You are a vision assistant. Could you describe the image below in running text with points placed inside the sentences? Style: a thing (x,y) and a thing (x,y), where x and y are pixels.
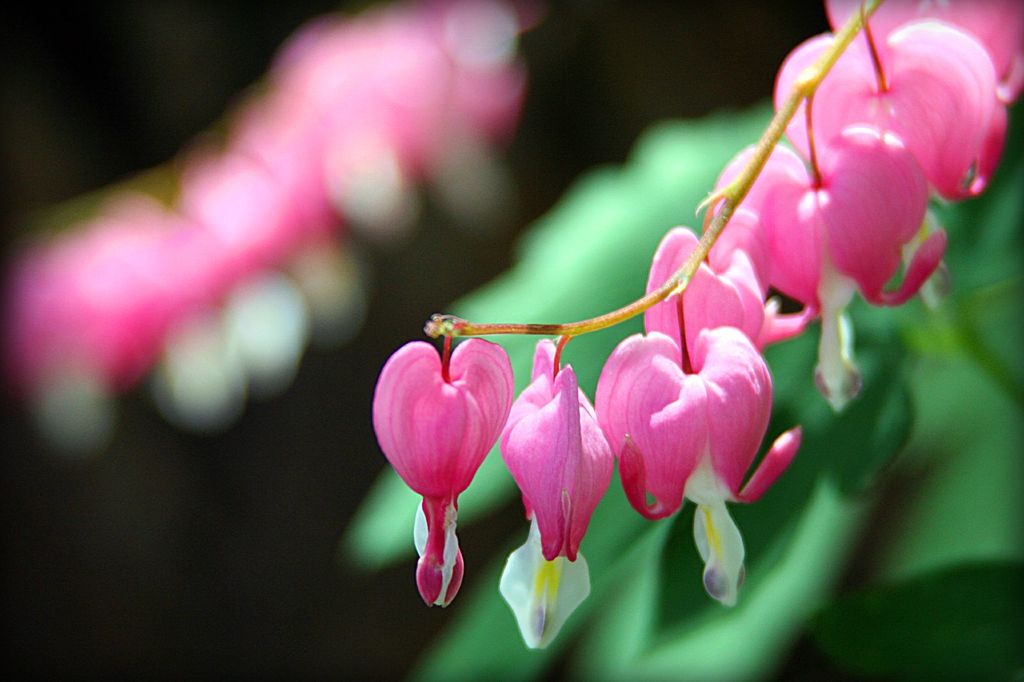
In this image I can see the pink and white color flowers (756,400). Background (847,420) is in green, pink, white and black color.
